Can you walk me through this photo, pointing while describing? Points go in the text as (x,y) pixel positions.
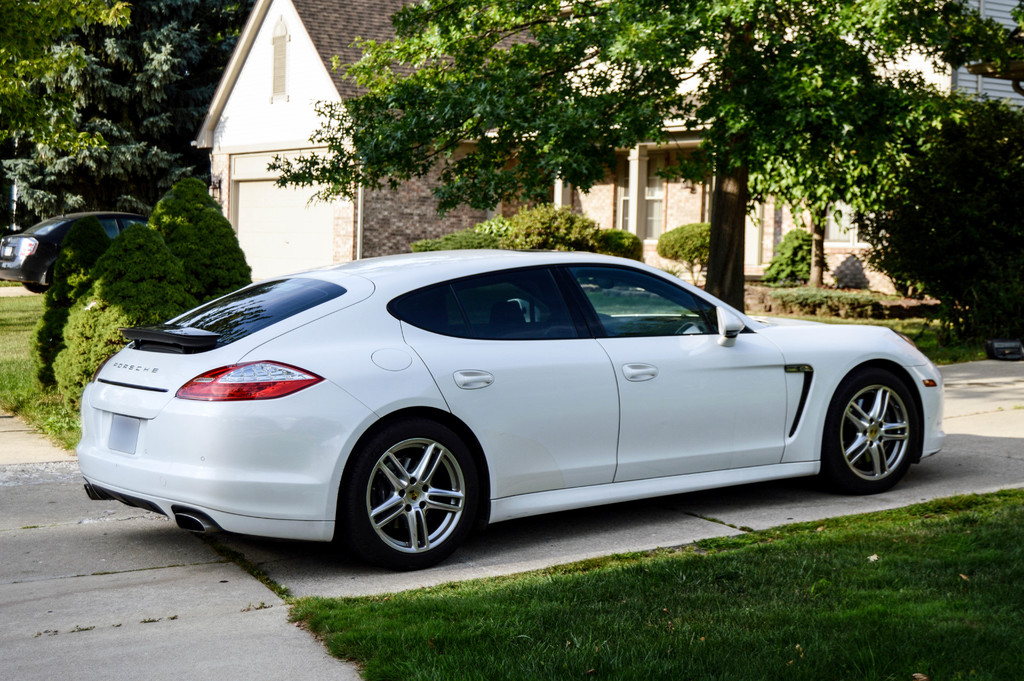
In the picture we can see a car (518,395) which is parked on the path (49,451), the car (665,443) is white in color and besides the car (823,398) we can see grass surfaces (978,596) with some plants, houses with shutters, pillars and doors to it and near to the house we can see some trees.
